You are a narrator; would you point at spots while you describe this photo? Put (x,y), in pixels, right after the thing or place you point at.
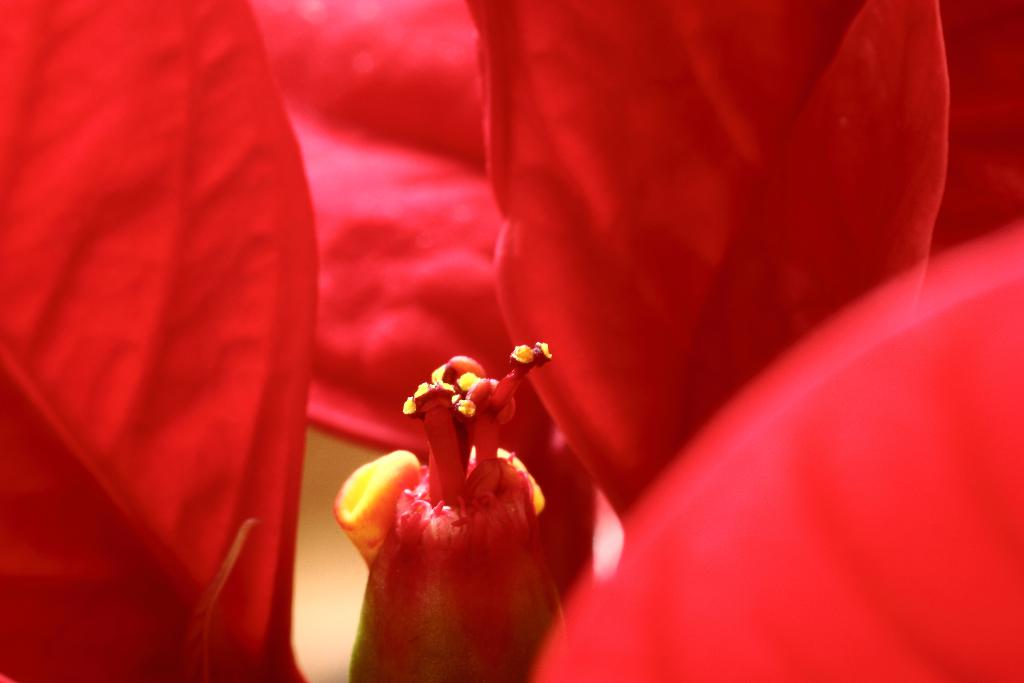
It is a zoomed in picture of red color flower (501,384).
